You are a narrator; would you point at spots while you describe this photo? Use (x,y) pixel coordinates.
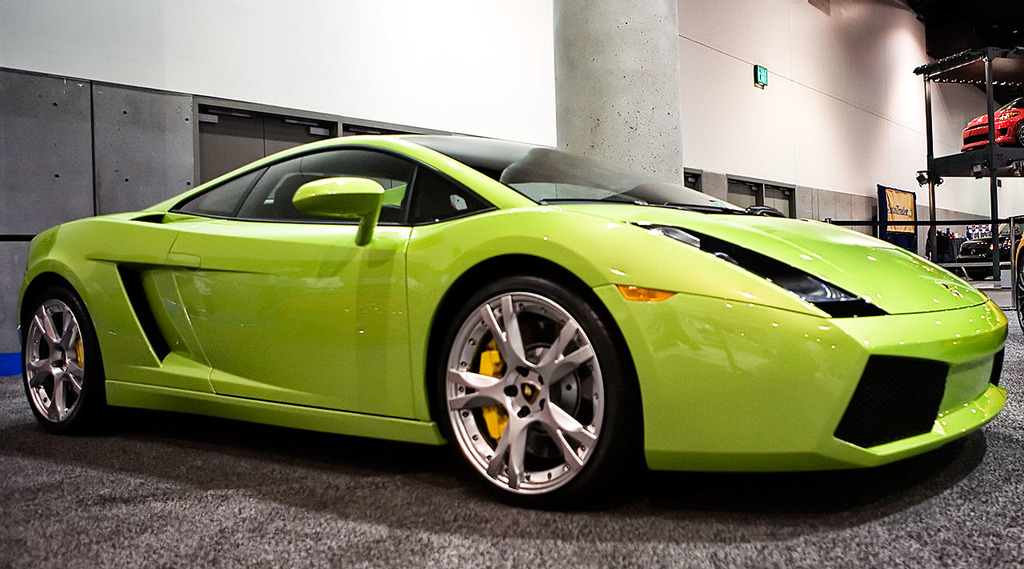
this picture shows a lamborghini sports car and a pillar (568,88).
